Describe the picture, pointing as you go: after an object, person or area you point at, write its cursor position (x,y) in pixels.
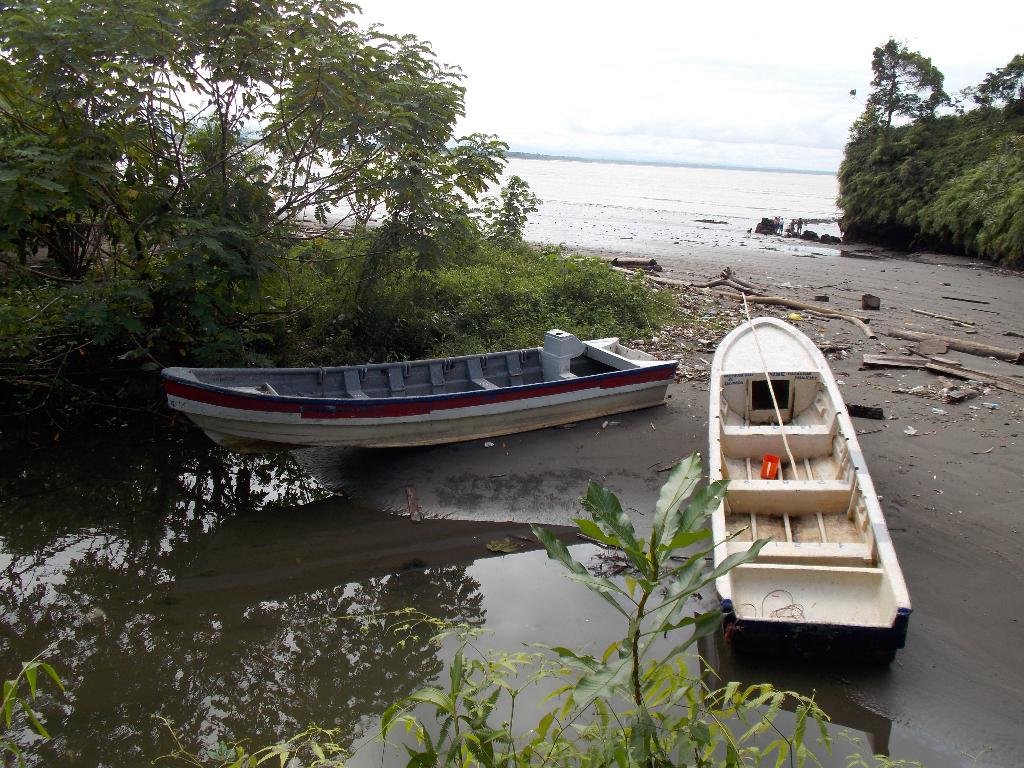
In this picture we can see water (389,653), few trees (419,351) and boats (727,443), in the background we can find group of people (781,226), and also we can see few wooden barks (714,282).
